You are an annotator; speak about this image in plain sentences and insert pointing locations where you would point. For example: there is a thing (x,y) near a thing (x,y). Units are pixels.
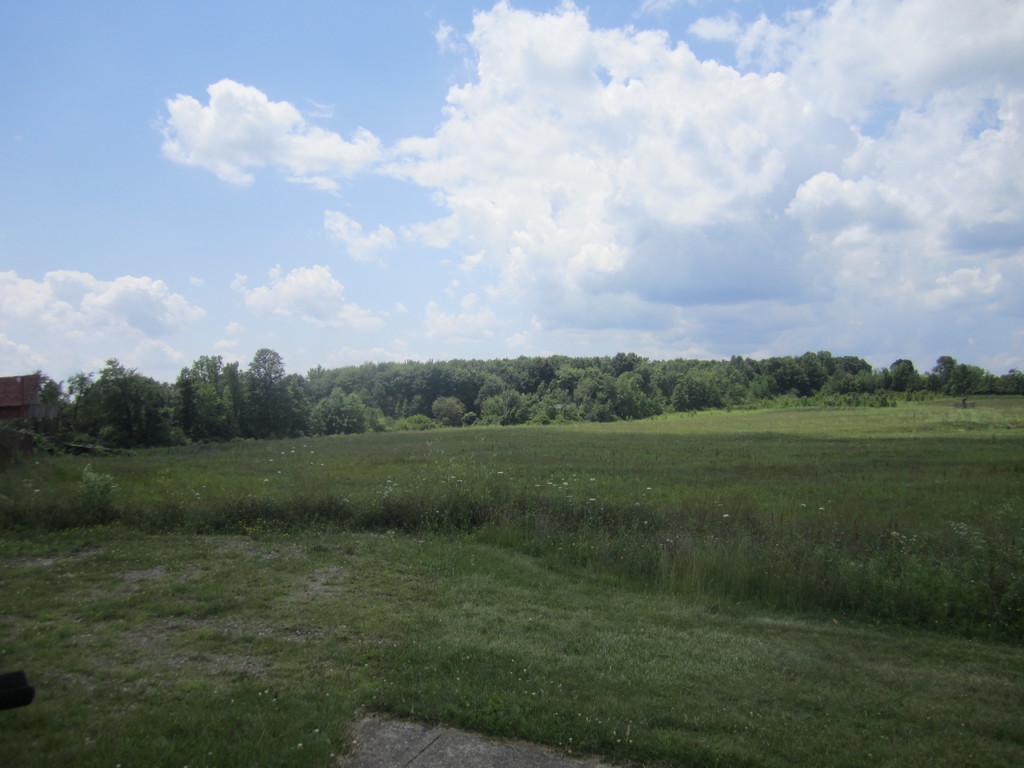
In this picture we can see grass (353,559), plants (579,489), trees (585,375) and clouds (568,260).
